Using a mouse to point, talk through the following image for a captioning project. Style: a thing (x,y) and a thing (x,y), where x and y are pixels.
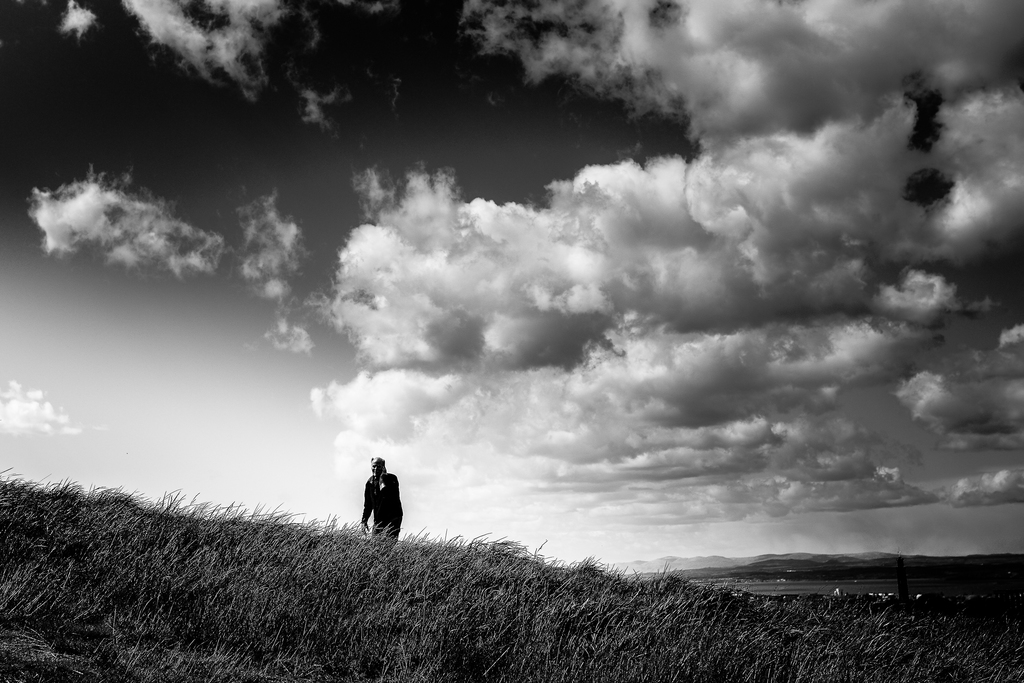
In this image I can see the grass (425,620). I can see a person (396,493). In the background (505,361), I can see the clouds (393,231) in the sky (244,163). I can also see the image is in black and white in color.
